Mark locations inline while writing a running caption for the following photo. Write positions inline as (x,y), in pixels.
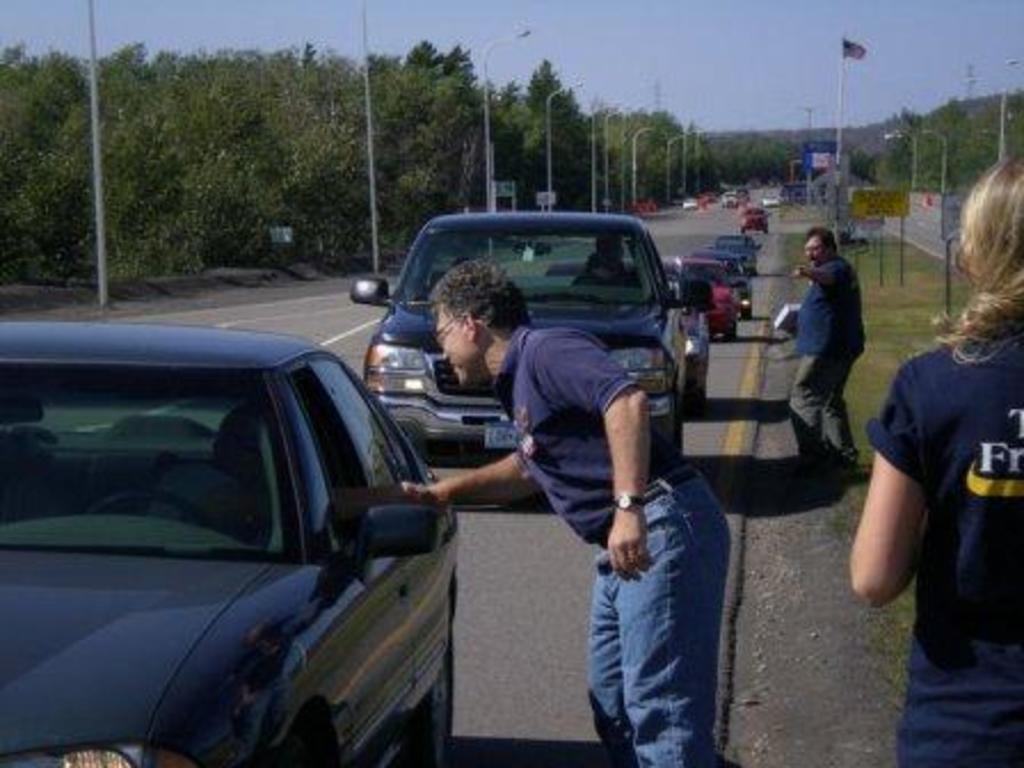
In this image there are cars (402,523) on a road (688,214), beside the road (712,387) there are three persons (895,439) standing, on either side of the road (718,345) there are poles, in the background (416,137) there are trees (581,137) and a sky (801,111).
